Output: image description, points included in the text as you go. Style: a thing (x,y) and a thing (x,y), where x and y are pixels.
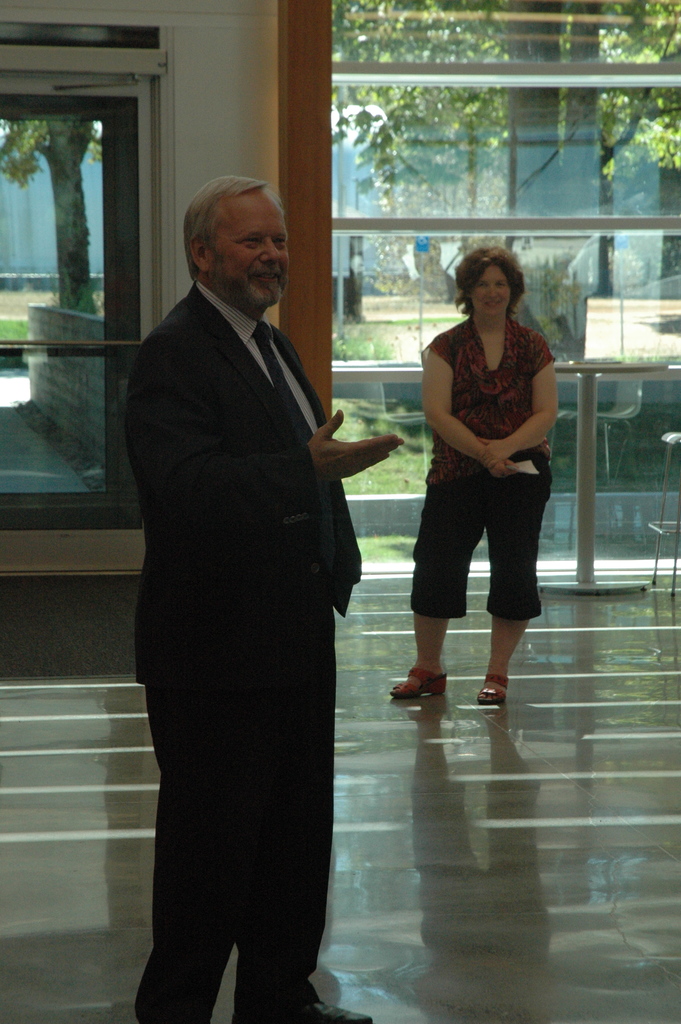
In the center of the picture (288,399) is a man (165,998) standing wearing a black suit (252,490). On the right (522,630) there is a woman (508,394) standing. In the background (41,141) there is a door (91,270) and a glass window (462,203), outside the window (398,120) there are trees (412,188), grass (395,451) and plants (355,357).
